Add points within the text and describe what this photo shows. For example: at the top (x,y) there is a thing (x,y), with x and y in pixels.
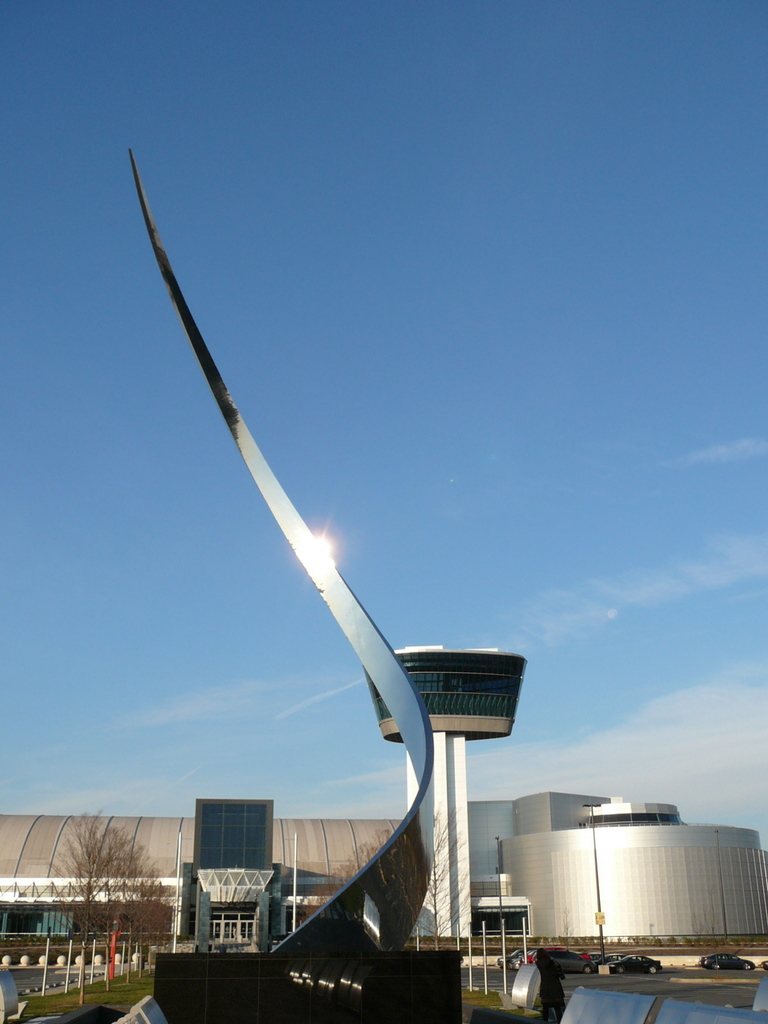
There are buildings (52,912) and plants (149,889).
